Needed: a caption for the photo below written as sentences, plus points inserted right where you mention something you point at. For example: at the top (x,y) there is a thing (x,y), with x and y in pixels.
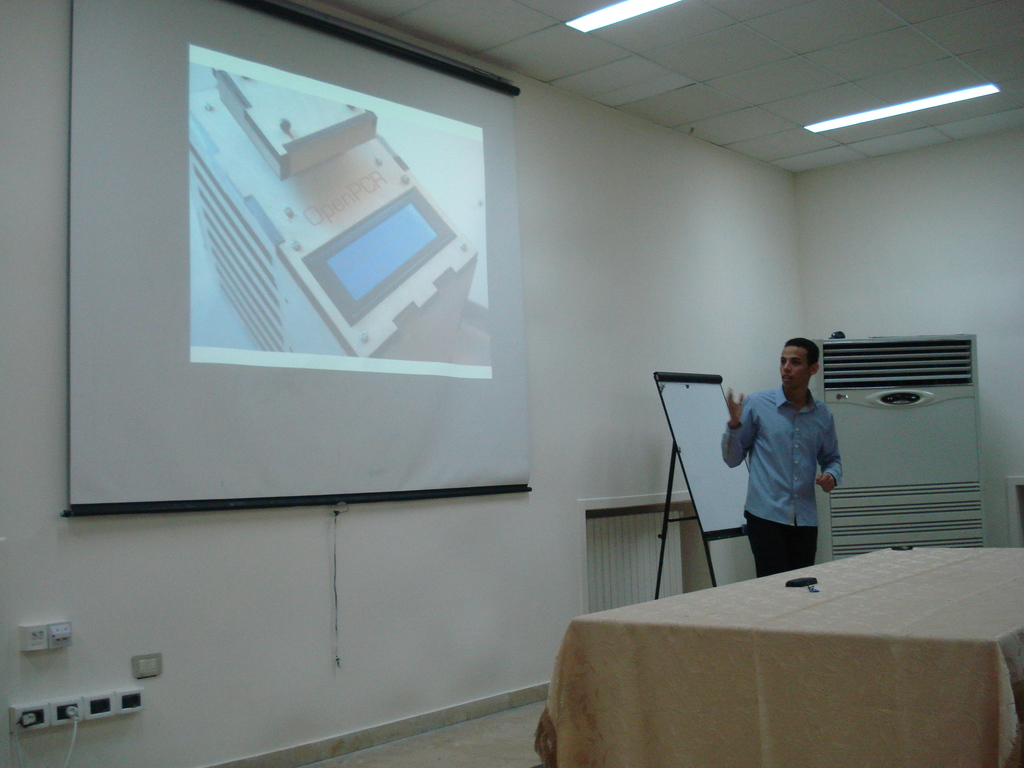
In this picture I can see a person (807,458) standing on the surface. I can see projector screen (335,398). I can see the board (697,442) on the right side (702,458). I can see electric switches (36,639) on the left side (45,641). I can see light arrangements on the roof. I can see the table (828,613).
